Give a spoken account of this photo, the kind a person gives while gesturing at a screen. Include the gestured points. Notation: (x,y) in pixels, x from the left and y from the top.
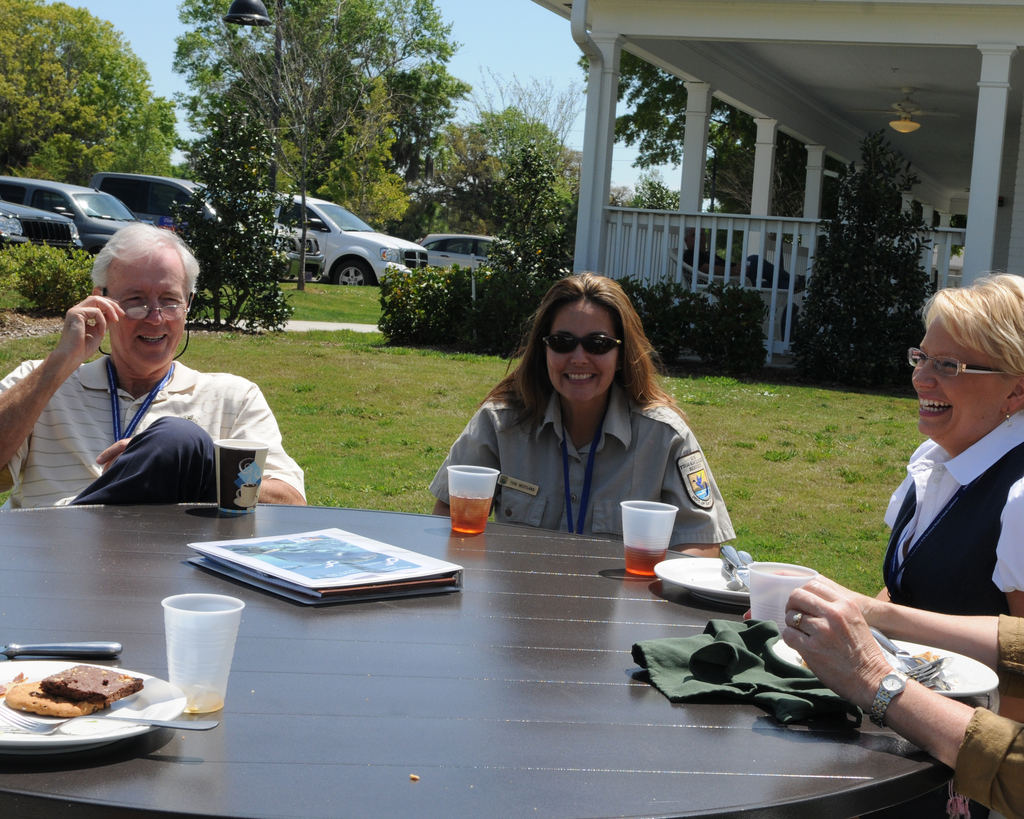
In the image there is a man (192,382) and three women (921,539) sat on chair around a table (550,560) in a garden (432,403) in the backside of home (747,89). There are food (119,687), plates (131,703) and book (399,582) on the table (681,809), there are some cars (339,247) parked on the left side of the image (321,230) and there are many trees (240,148).
